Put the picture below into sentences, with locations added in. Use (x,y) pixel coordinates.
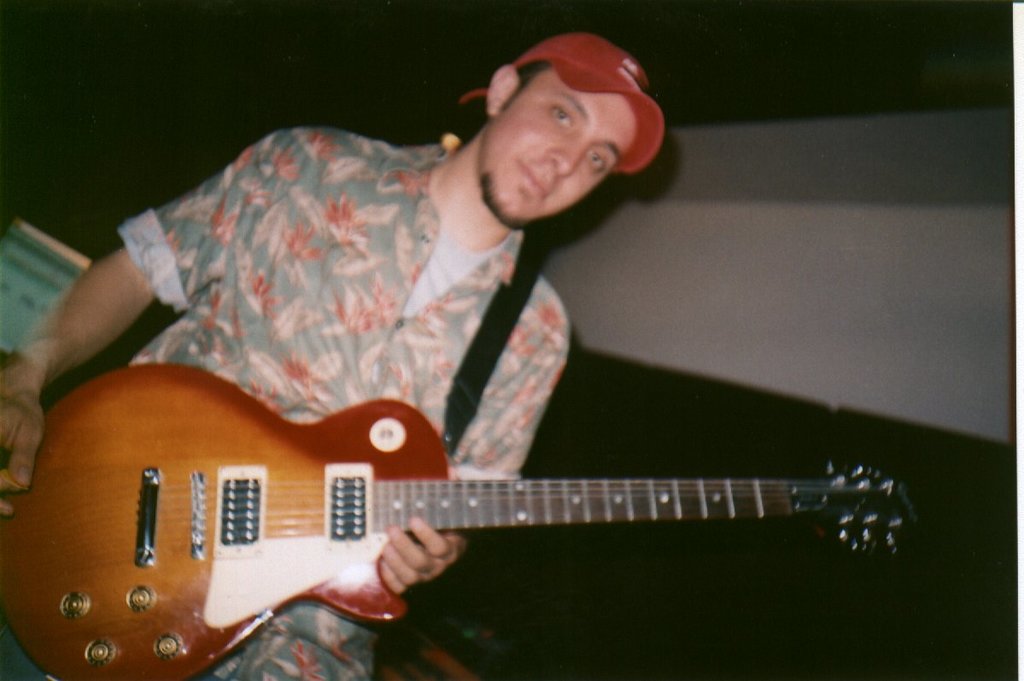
In this image I can see a man (307,250) wearing shirt (316,241), holding a guitar (221,521) in hands (422,554) and also I can see a red color cap (595,71) on his head (573,135).
